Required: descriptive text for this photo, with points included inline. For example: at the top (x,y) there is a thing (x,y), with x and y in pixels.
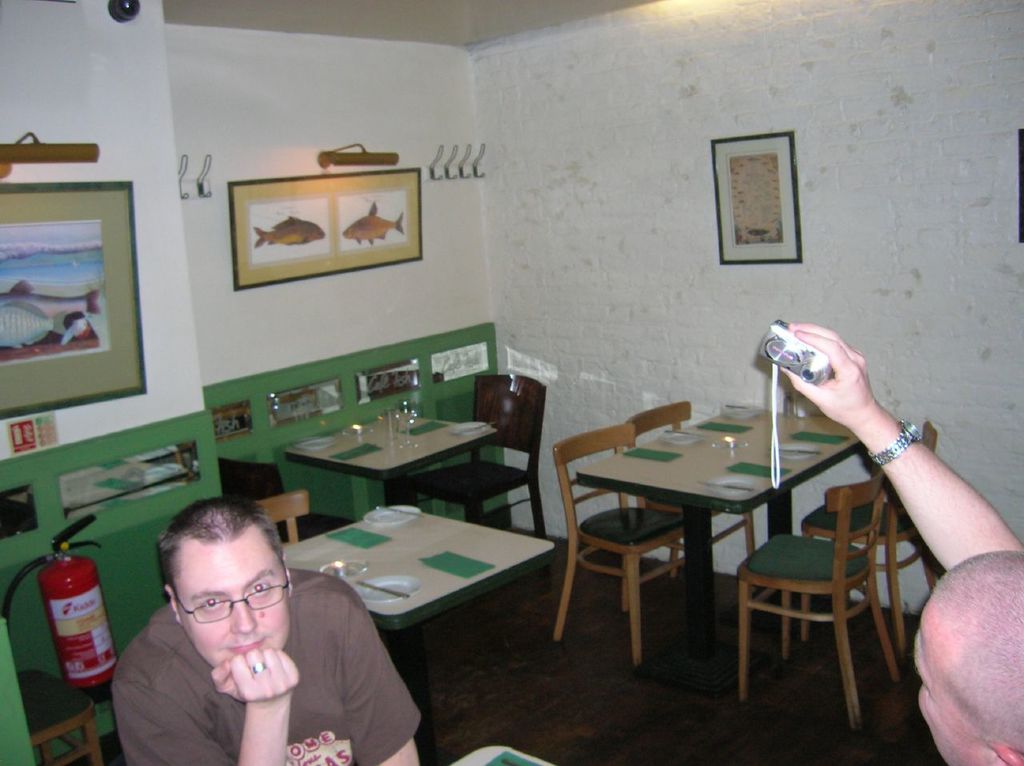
In the image we can see two persons (353,677) were sitting on the chair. The right person (930,649) he is holding camera (807,350). In the background (353,301) there is a wall (692,271), photo frame (413,218), hanger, tables (338,437), chairs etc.
